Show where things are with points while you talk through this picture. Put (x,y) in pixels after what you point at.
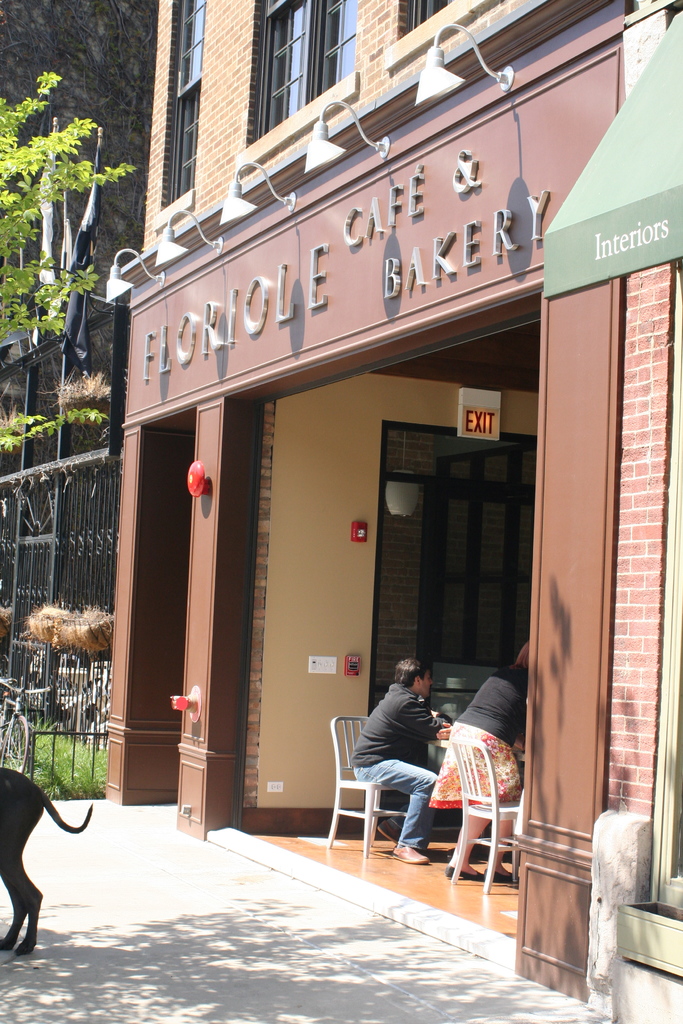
there is a building (409,648) in that building (323,744) two persons (370,761) are sitting in a chair (336,809) there are some trees (8,152).
